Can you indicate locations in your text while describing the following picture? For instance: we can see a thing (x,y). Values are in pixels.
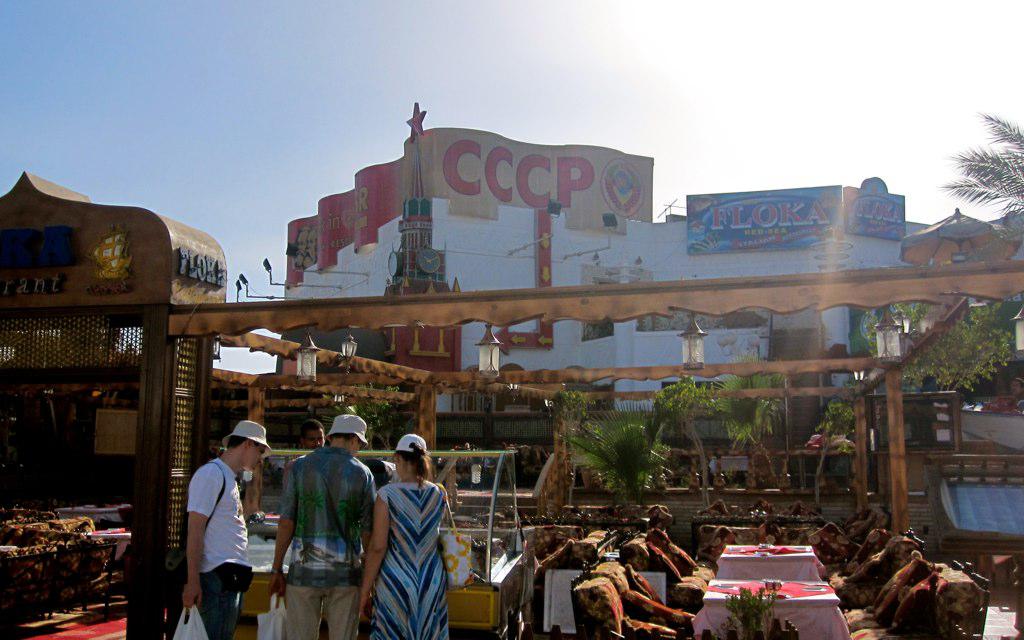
In this image I can see 3 people (238,533) standing on the left (246,429). They are wearing caps (345,427) and holding bags (195,633). There is a table (490,616) in front of them. There are tables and chairs (594,562) on the left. There is a wooden shed frame (879,368) and lanterns (484,343) are hanging at the top of it. There are plants (655,436) and buildings (768,269) at the back (824,465). There is sky (645,49) at the top (694,57).
